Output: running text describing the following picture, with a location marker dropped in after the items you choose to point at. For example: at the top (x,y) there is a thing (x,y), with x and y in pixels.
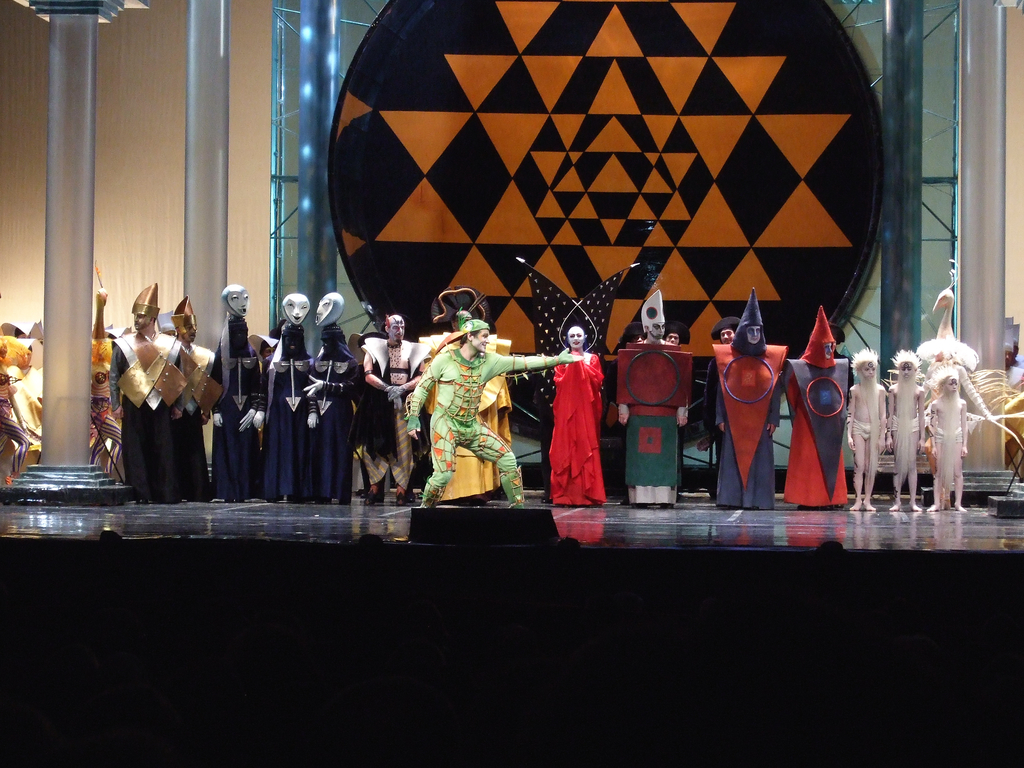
In this image I can see in the middle (451,446) a man (451,404) is performing the different action, he wore green color dress (461,427). Behind him there are few people (710,386) in the shape of ghosts (281,400).
